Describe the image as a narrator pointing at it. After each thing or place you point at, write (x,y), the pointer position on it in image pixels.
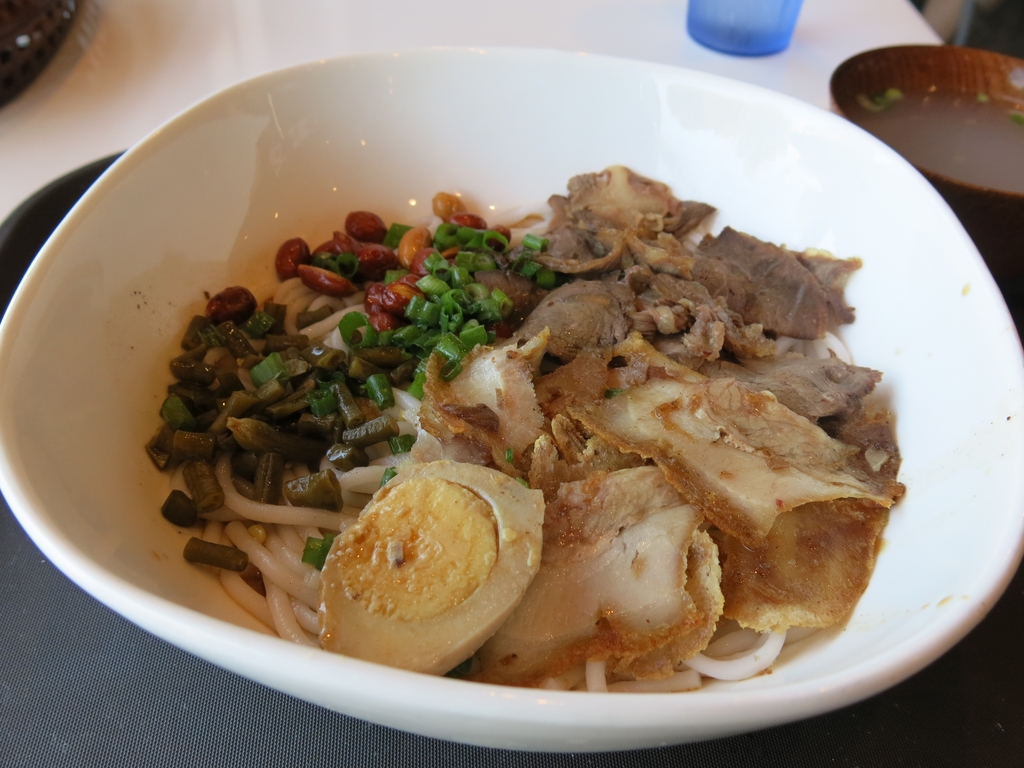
In this picture we can see bowl (758,704) with food (798,258), plate (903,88) and objects (33,52) on the table (835,26).
